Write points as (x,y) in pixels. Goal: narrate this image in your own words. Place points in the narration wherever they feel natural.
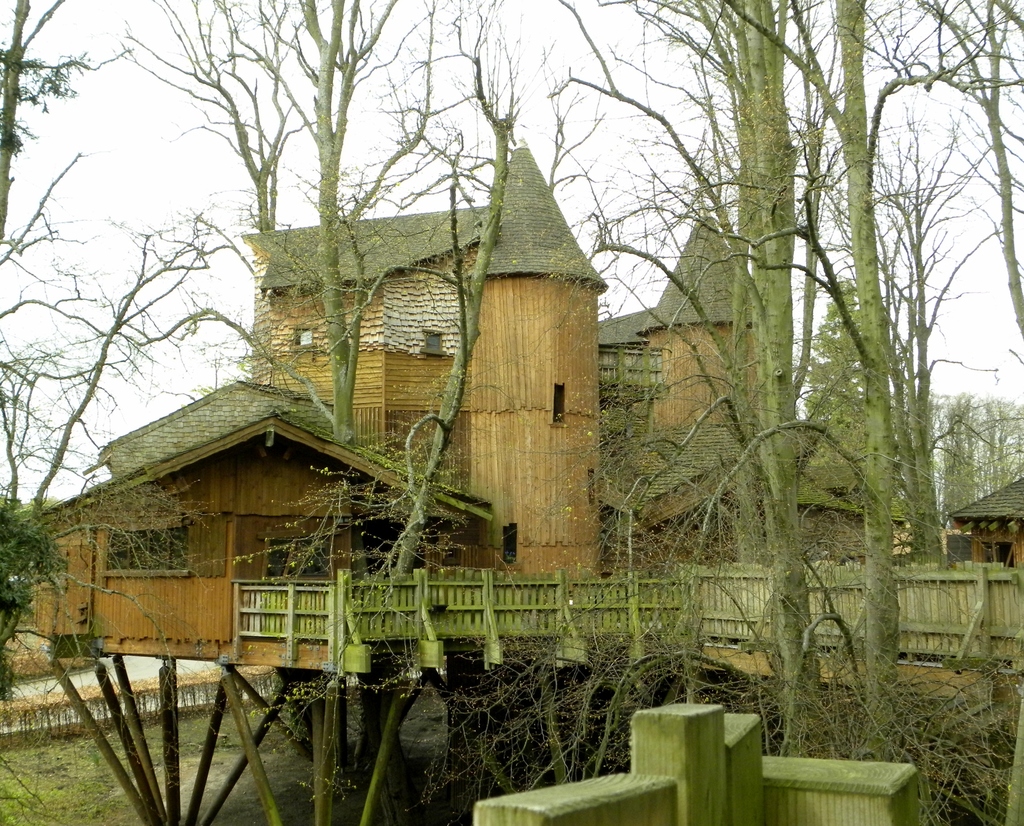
In this picture we can see an old house (114,587) with wooden fencing (343,623) and trees (798,619) around it.
